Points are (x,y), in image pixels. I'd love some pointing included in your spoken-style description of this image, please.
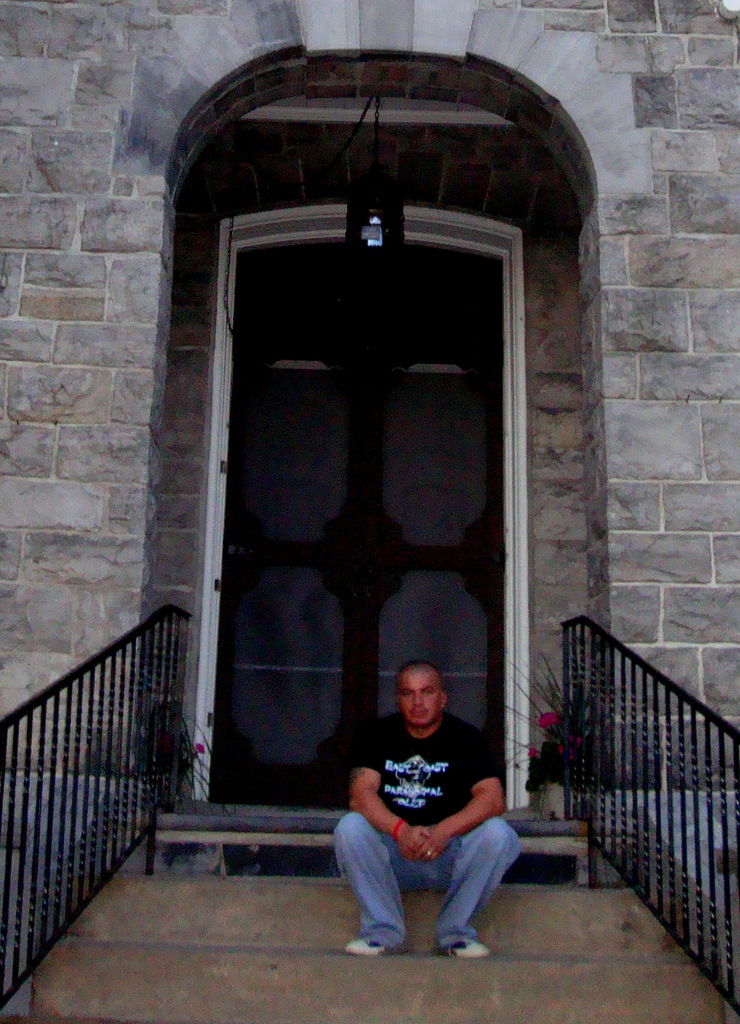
In this picture I can see at the bottom (419,820) a man (419,820) is sitting, there are railings (591,855) on either side of this image, at the top (421,258) there is an entrance (513,343).
